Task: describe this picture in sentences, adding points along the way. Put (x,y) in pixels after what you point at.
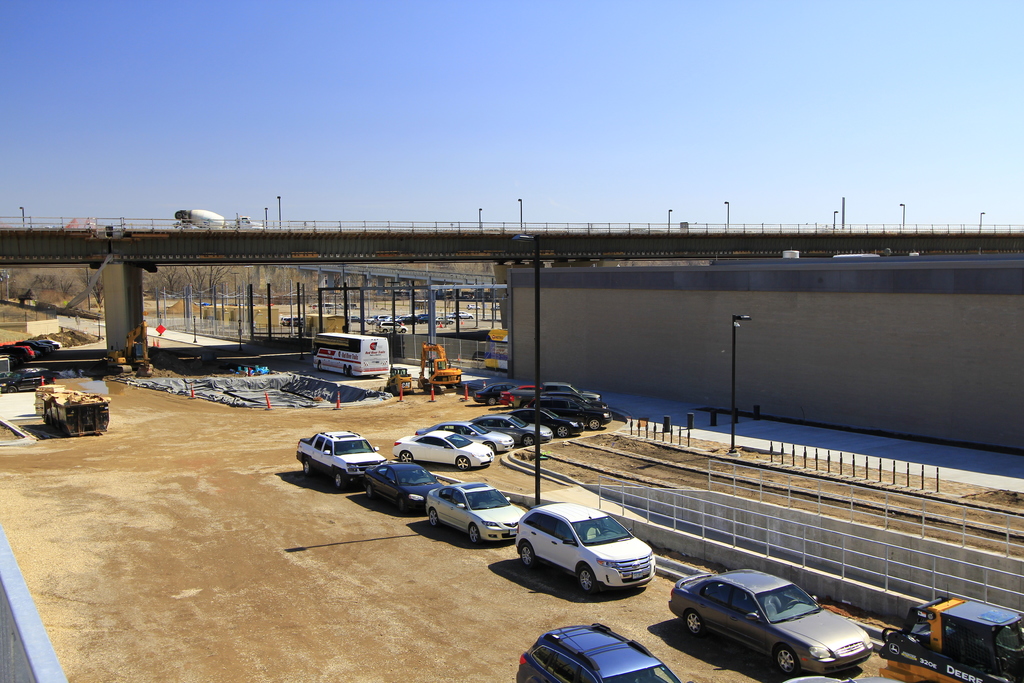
In the picture we can see a surface (443,611) with some cars (797,678) are parked and beside it we can see two poles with lights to it and in the background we can see a bridge (120,255) with railing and poles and under the bridge (118,268) we can see a bus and far away from it we can see trees (233,290) and sky (348,161).
